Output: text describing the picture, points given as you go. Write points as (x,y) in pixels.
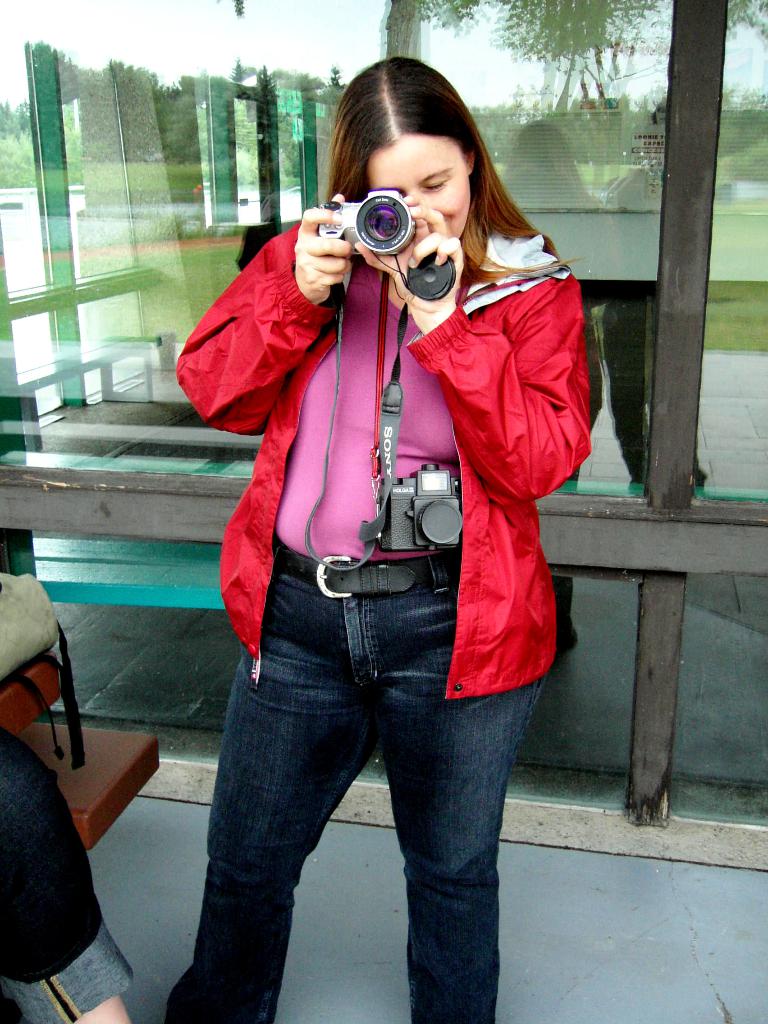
This girl (447,170) in red jacket (512,385) is standing and holding a camera (371,240). In a glass (594,235) there is a reflection (744,157) of trees (77,94) and building (656,231).
